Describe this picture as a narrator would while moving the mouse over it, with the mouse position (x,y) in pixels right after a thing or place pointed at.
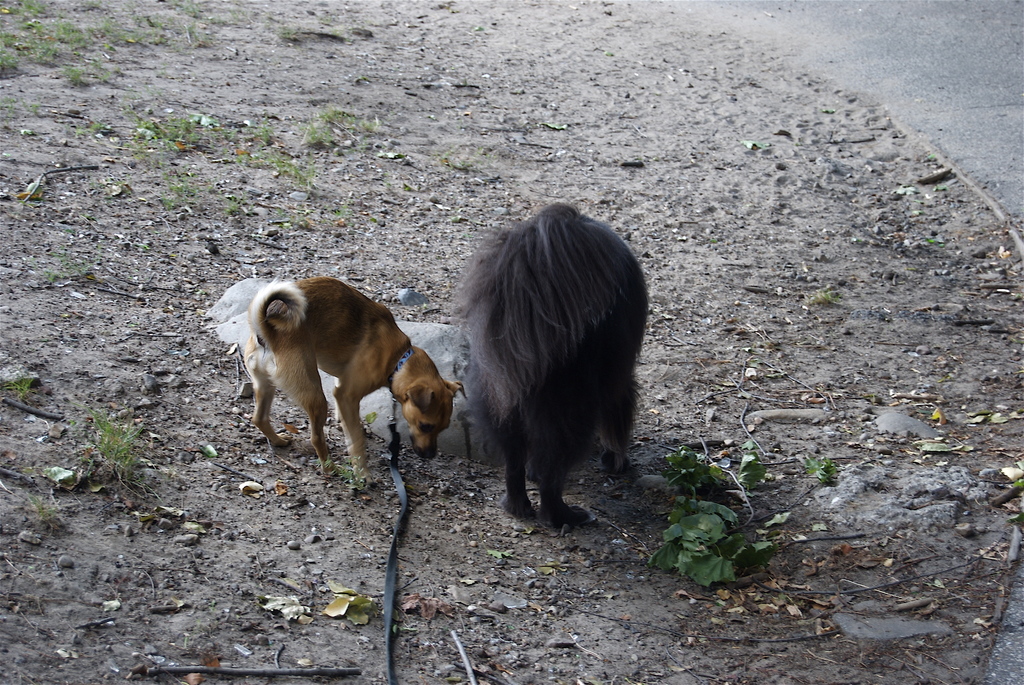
Here in this picture we can see two dogs (556,406) present on the ground (424,506) over there and we can see some leaves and grass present on the ground (131,70) here and there, in the middle (436,353) we can see a stone (455,353) present and the dog (416,369) on the left side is having a belt (400,361) on its neck (405,375) present over there.
